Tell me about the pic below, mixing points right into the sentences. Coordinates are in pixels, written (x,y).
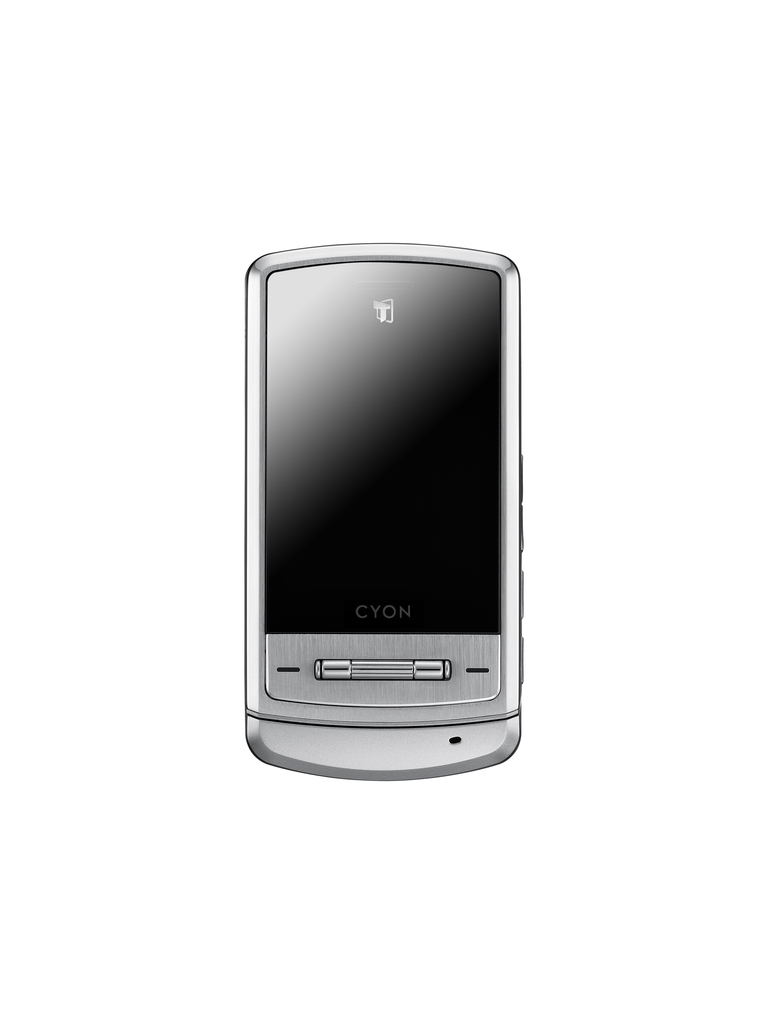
In this image the background (346,885) is white in color. In the middle of the image (381,476) there is a mobile phone (415,687) which is silver in color.
